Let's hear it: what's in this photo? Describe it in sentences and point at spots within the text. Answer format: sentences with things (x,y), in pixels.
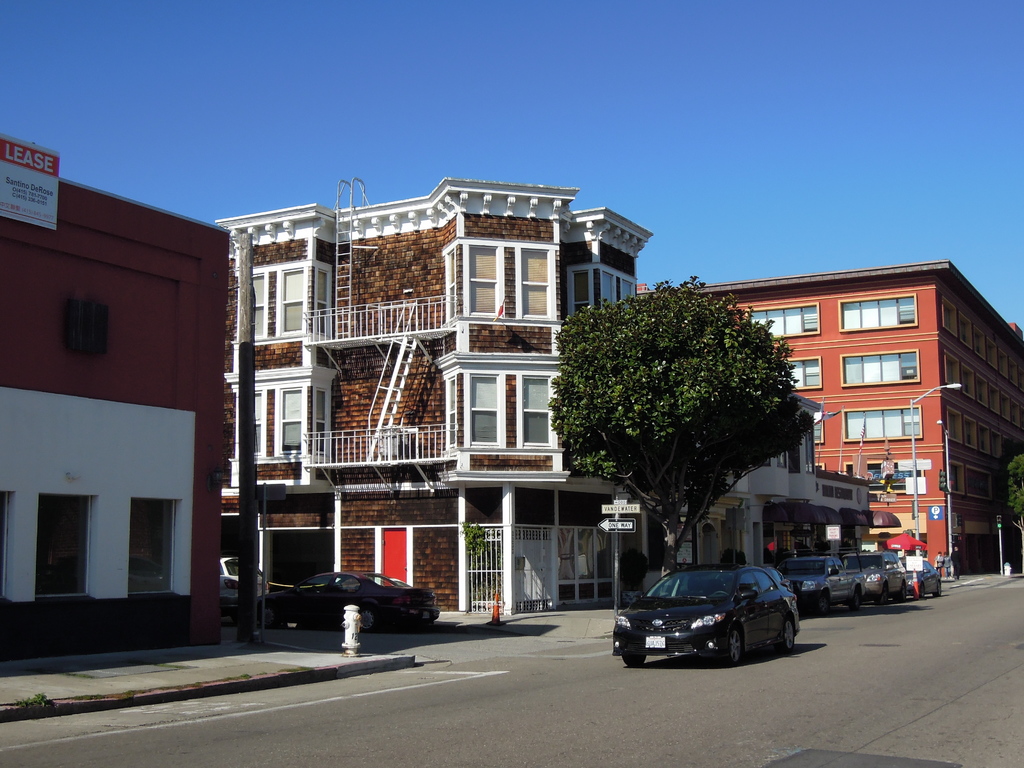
In this picture we can see a hydrant (355,621) on the footpath (284,662), vehicles (790,572) on the road (795,672), direction board (609,531), light poles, trees (1021,484), poster (41,196), buildings (394,385) with windows (1002,372), some objects (818,415) and in the background (403,138) we can see the sky (532,71).
